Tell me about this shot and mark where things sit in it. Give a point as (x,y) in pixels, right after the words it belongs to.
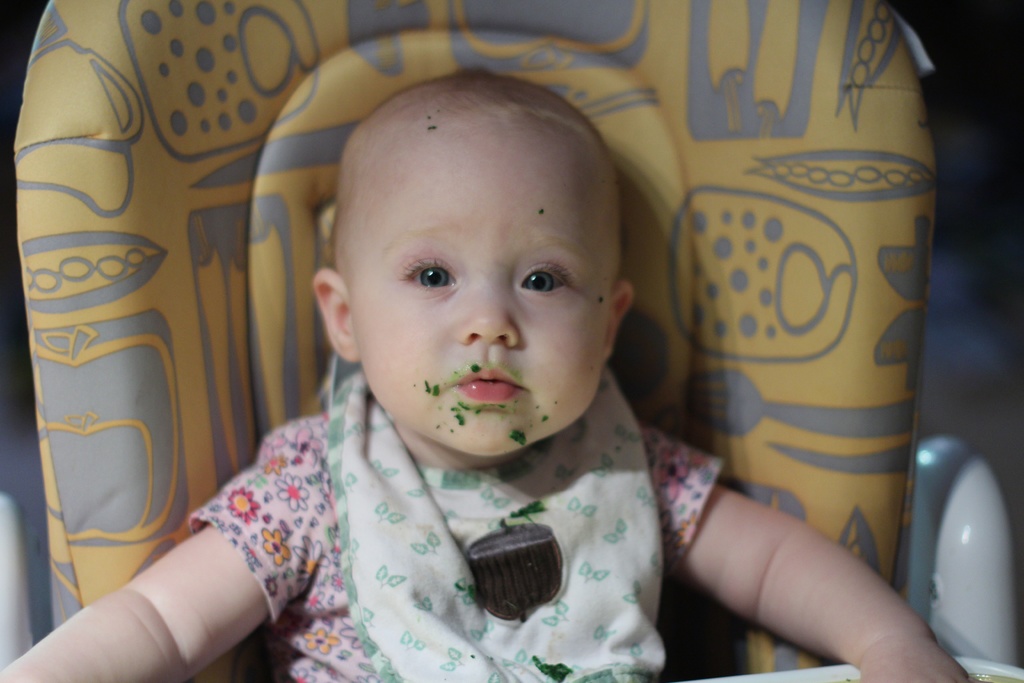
In this picture there is a kid (385,628) sitting on a chair (81,454). In the background of the image (981,356) it is blurry.
